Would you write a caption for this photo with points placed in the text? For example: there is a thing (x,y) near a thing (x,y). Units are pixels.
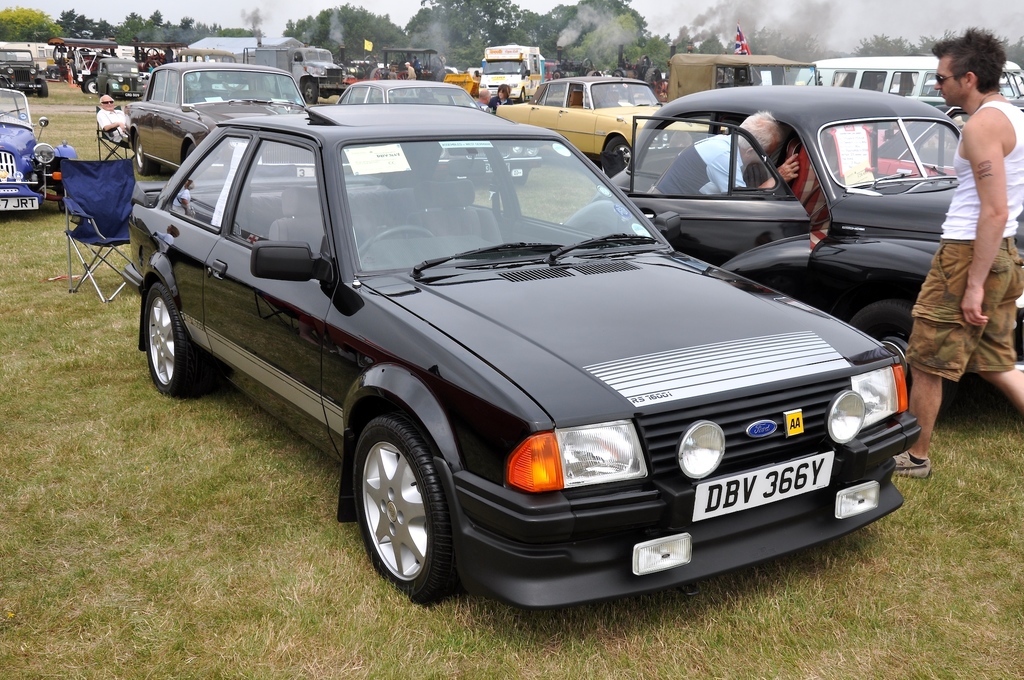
In this picture there are cars (733,234) in the image, on the grassland (2,299) and there is a man (1008,315) who is standing on the right side of the image (936,362) and there are trees (873,50) at the top side of the image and there is a chair (68,222) on the left side of the image (97,171).
